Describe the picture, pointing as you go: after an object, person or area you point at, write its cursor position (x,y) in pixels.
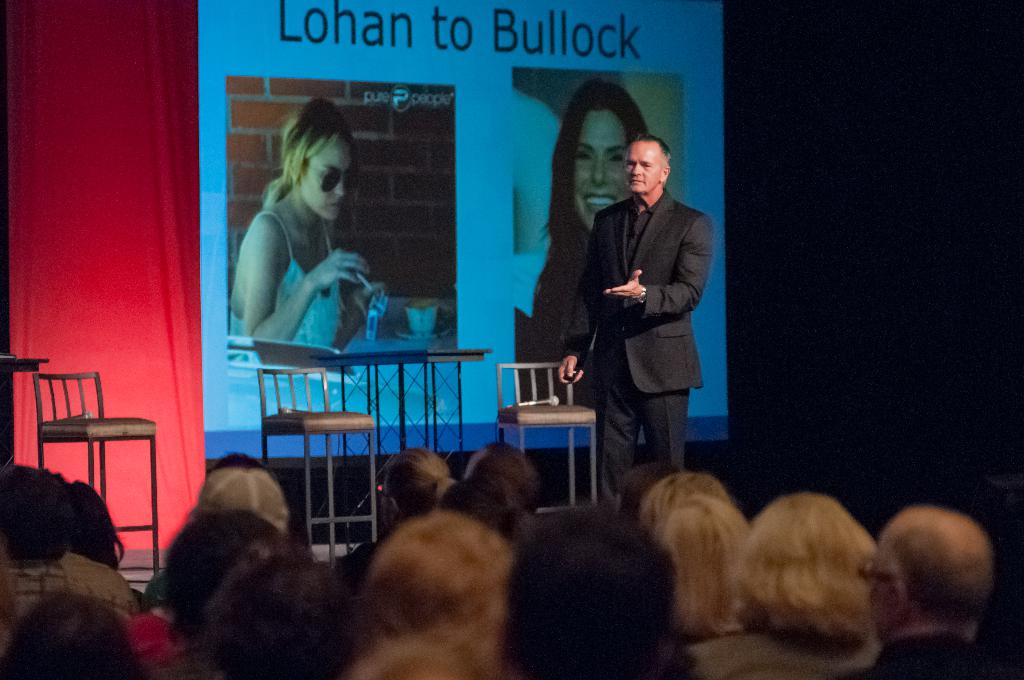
In this image we can see these people (814,565) are sitting here. This person (615,474) wearing black blazer (601,275) is standing on the stage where we can see a three chairs (60,419) with mics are kept. In the background (178,457), we can see the red color cloth (141,153), projector screen (298,240) in which we can see two women (319,201) and we can see some text (288,10). This part of the image is dark.
